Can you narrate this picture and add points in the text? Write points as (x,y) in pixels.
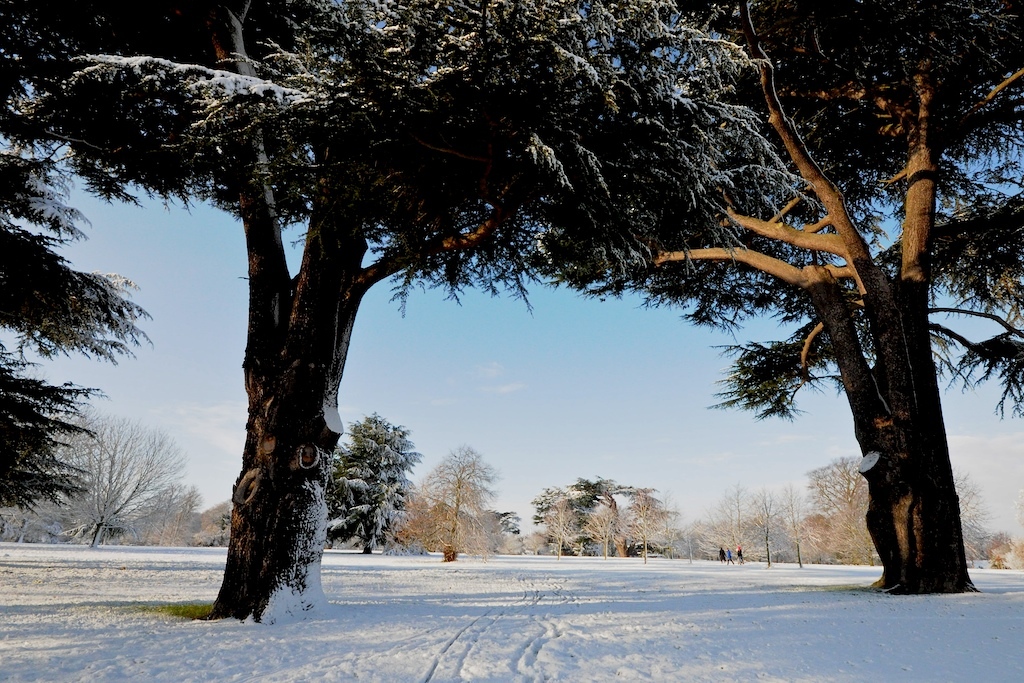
In this image we can see many trees (762,524). We can also see three persons (723,553) in the background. We can also see the sky (461,351) and at the bottom (321,575) there is snow (917,626).
